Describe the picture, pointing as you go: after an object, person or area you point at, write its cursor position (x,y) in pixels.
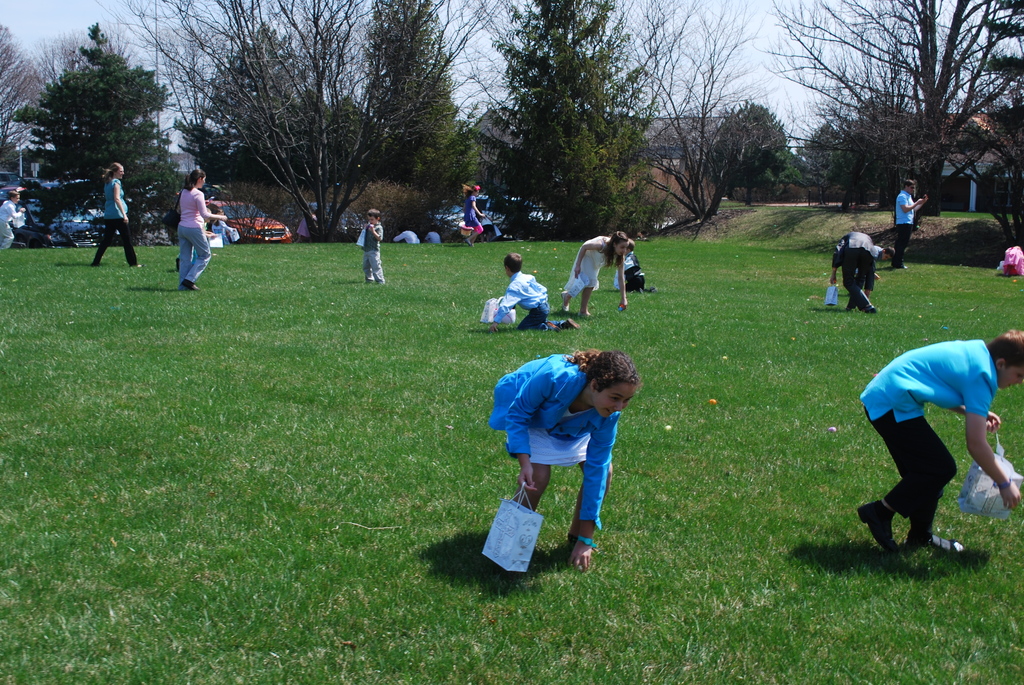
In the image there are few people (118,217) holding carry bags (504,535) in their hands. On the ground (382,398) there is grass (343,414). There are trees (542,134). Behind the trees (154,216) there are vehicles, buildings (979,142) and there is sky (943,26).
